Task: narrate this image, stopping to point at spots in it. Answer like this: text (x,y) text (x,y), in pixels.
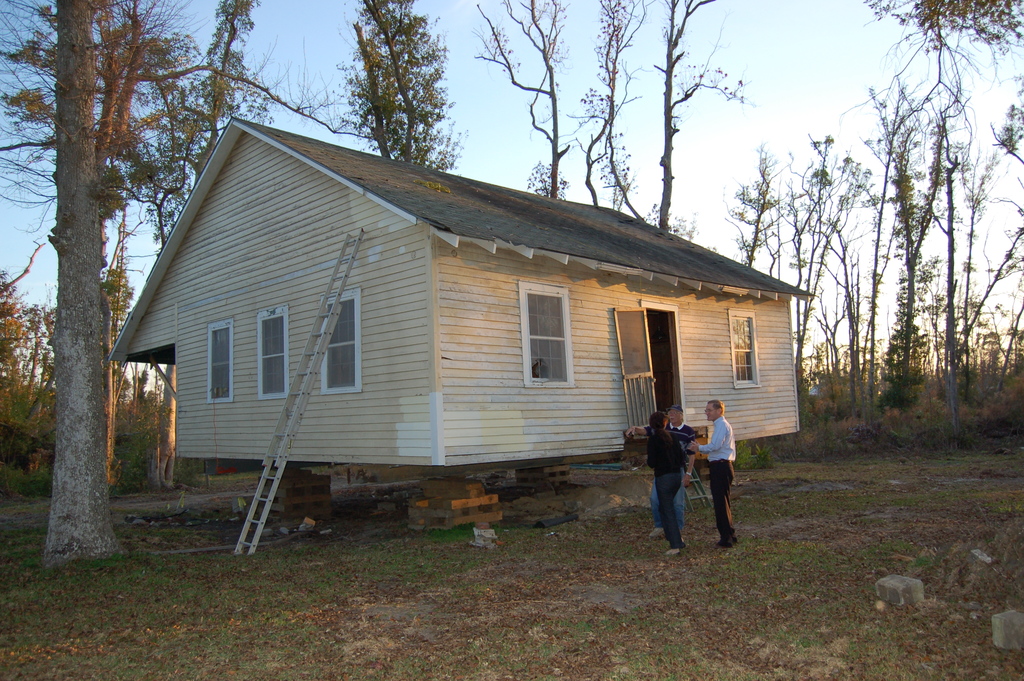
At the bottom (503,625) we can see three persons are standing on the ground (573,585). In the background (360,277) we can see a house (563,402), windows (353,354), door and a ladder (310,366) is on the ground (276,667) and leaning on the wall (325,259) and we can see trees (78,27) and clouds (995,105) in the sky (781,202).
